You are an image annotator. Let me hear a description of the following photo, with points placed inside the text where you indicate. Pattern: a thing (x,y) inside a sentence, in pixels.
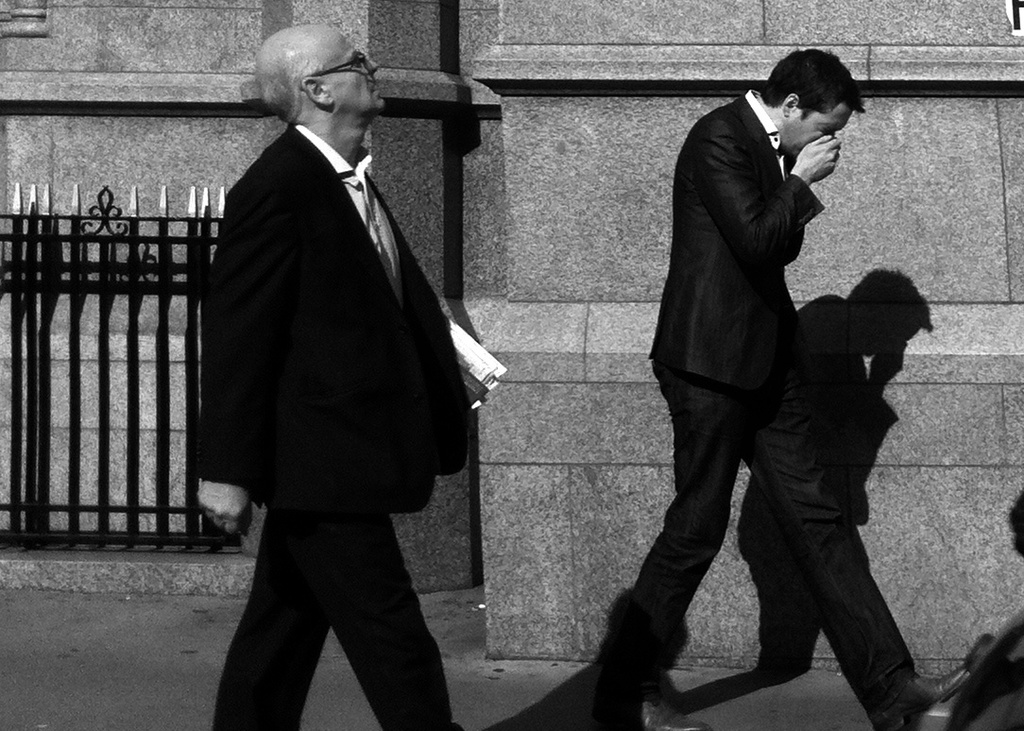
This is a black and white image. Here I can see two men (699,244) are walking on the ground (730,707) towards the right side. In the background (128,47) there is a wall (483,149). On the left side (167,287) there is a railing (132,492). The man (359,369) who is on the left side (296,338) is holding a paper (470,376).
